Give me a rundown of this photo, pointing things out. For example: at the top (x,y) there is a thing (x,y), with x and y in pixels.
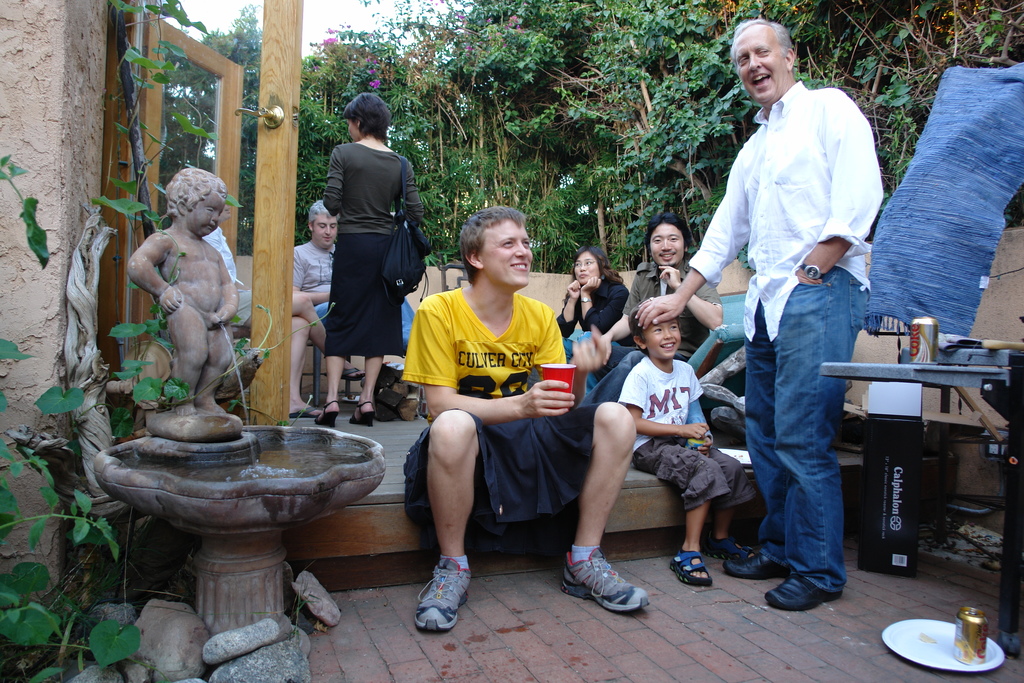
This image is taken outdoors. At the bottom of the image (619,624) there is a floor (786,629). In the background (557,108) there are a few trees (589,112) and plants (530,102). On the left side of the image (150,150) there is a wall (44,153) with a door (201,58) and there is a sculpture (220,323) and a fountain (204,476). There are a few stones (166,633) and a plant (73,604) on the ground (561,658). In the middle of the image (664,300) a man (834,126) is standing on the floor (567,647) and a few are sitting on the chairs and a man (552,467) is sitting on the floor (552,576). On the right side of the image (1012,464) there is a table (1012,515) with a few things (906,351) on it.
